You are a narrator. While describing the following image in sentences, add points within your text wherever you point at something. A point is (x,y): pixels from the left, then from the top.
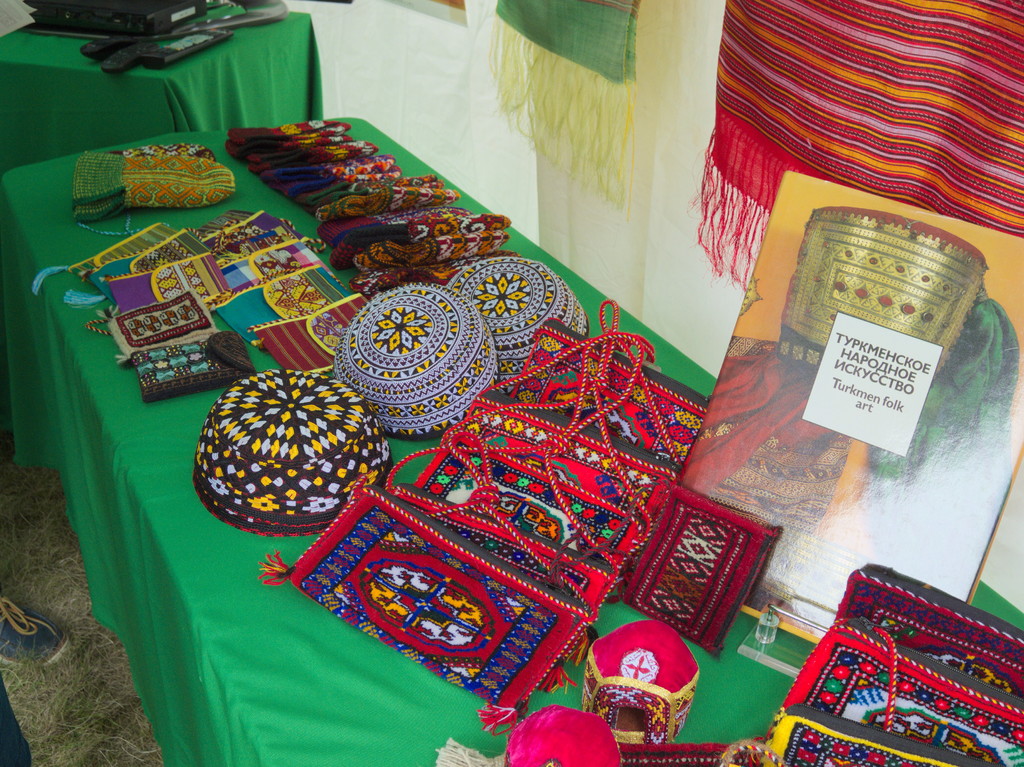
In the picture we can see a table (331,338) with green color cloth (8,348) on it and on it we can see some handicrafts (669,460) and on the other table (101,87), we can see some things (68,33) are placed and to the wall (323,31) also we can see some clothes (872,51).
